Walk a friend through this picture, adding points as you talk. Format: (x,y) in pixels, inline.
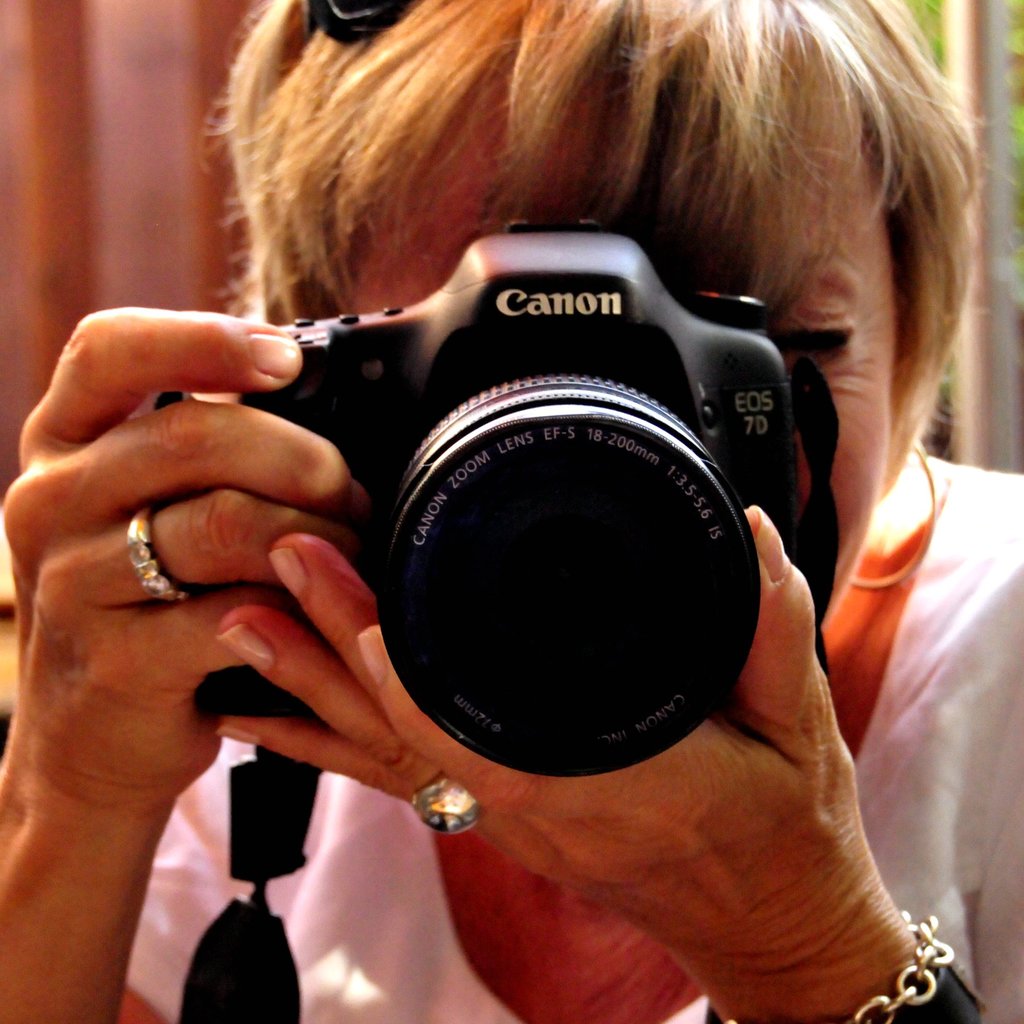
In this image we can see an old woman (524,870) and she is holding a camera (625,417). On both of his hand (414,779) there is a ring (434,801). On the left hand (907,946) she is wearing a chain (928,959).
